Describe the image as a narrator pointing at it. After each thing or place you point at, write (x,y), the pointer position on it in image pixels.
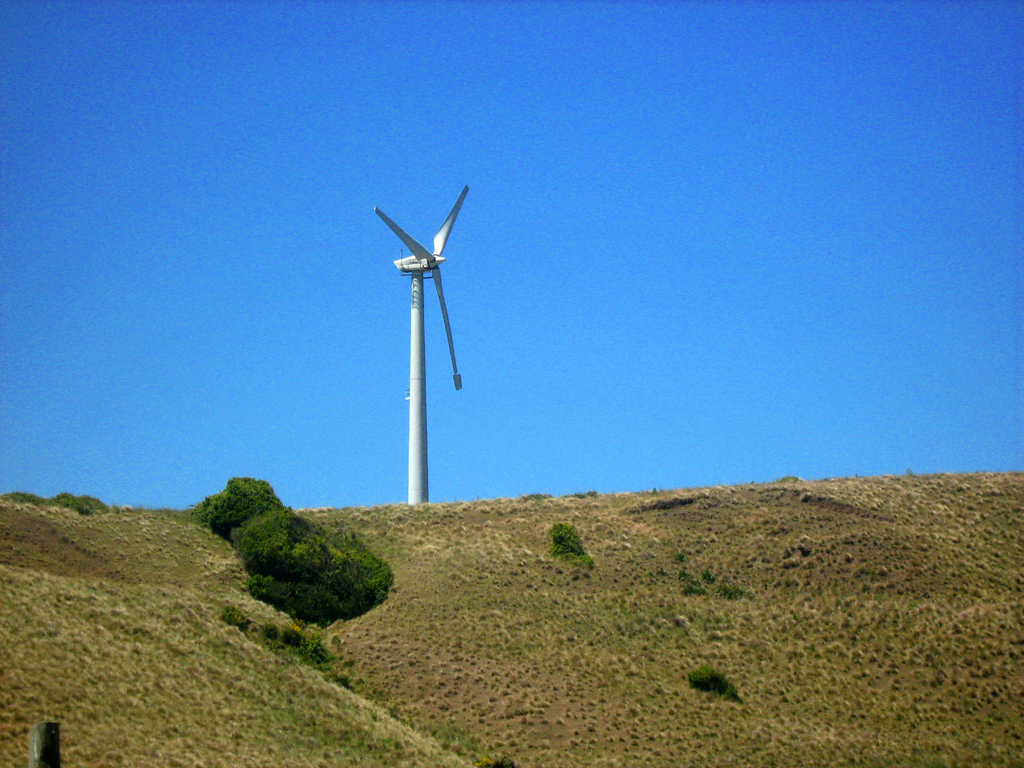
In this image, we can see the windmill (434,246). At the bottom of the image (460,615), we can see plants (587,633) and pole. In the background (207,437), there is the sky (468,340).
